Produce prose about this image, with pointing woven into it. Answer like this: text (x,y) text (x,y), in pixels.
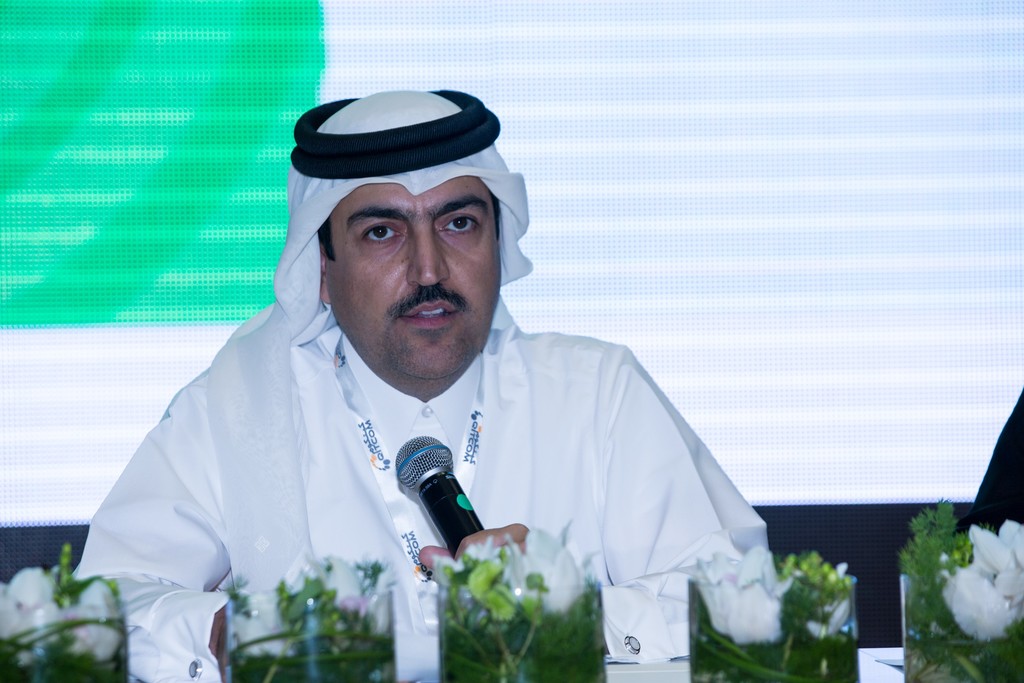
In this image we can see a person (539,479) sitting and holding a mic (434,501) in his hands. These are the flower bouquets (529,648).
